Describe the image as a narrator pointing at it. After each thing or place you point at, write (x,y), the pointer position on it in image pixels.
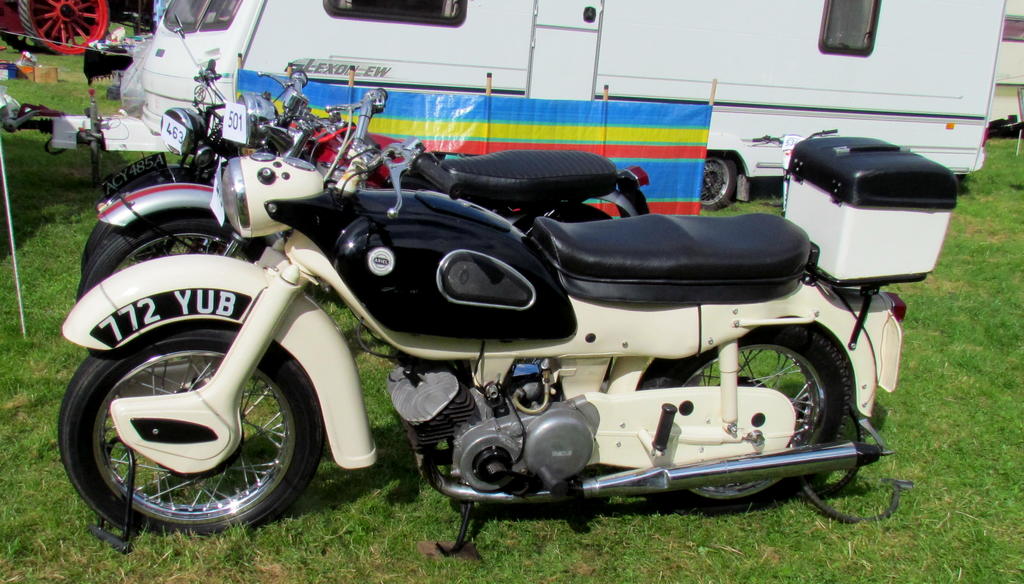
In the picture there are many vehicles (500,333) present on the ground (317,527), there is grass (389,547).
